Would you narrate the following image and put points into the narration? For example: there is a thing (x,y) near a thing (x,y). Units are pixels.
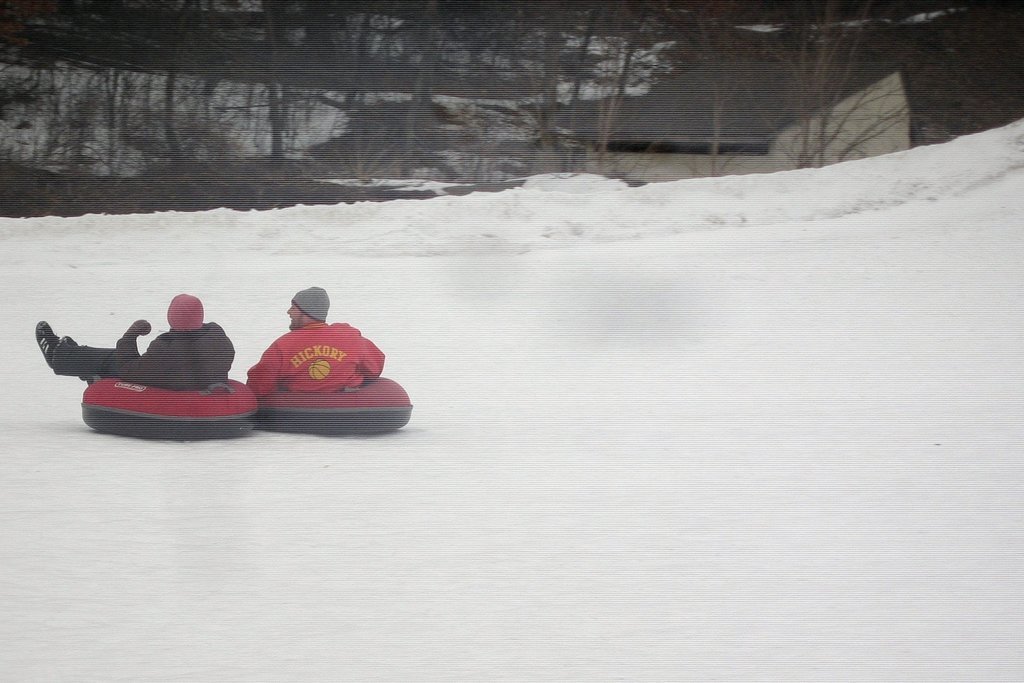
In this image I can see the snow (511,568). On the left side (210,381) there are two persons (227,367) wearing jackets (212,338), caps (175,316) on the heads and sitting on the snow tubes (252,415) facing towards the back side (156,403). In the background (400,75) there are many trees (839,58).
